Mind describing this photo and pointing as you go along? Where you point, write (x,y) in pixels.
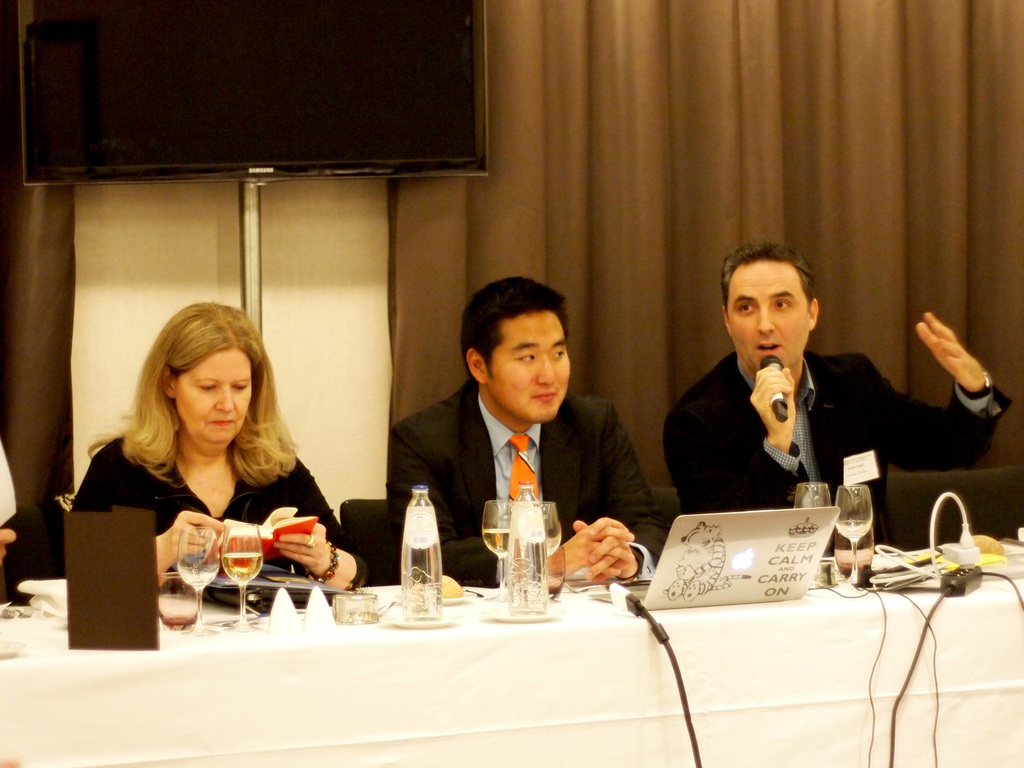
In this image we can see three persons (530,409) sitting. One person (783,380) is holding mic (777,362). Another lady (234,439) is holding a book (270,527). There is a table (464,626). On the table (560,609) there are glasses (499,535), bottles (524,502), laptop (699,573) and many other items (626,603). In the back (300,139) there is a television (217,140) on a stand (257,219). Also there is curtain (882,167).
